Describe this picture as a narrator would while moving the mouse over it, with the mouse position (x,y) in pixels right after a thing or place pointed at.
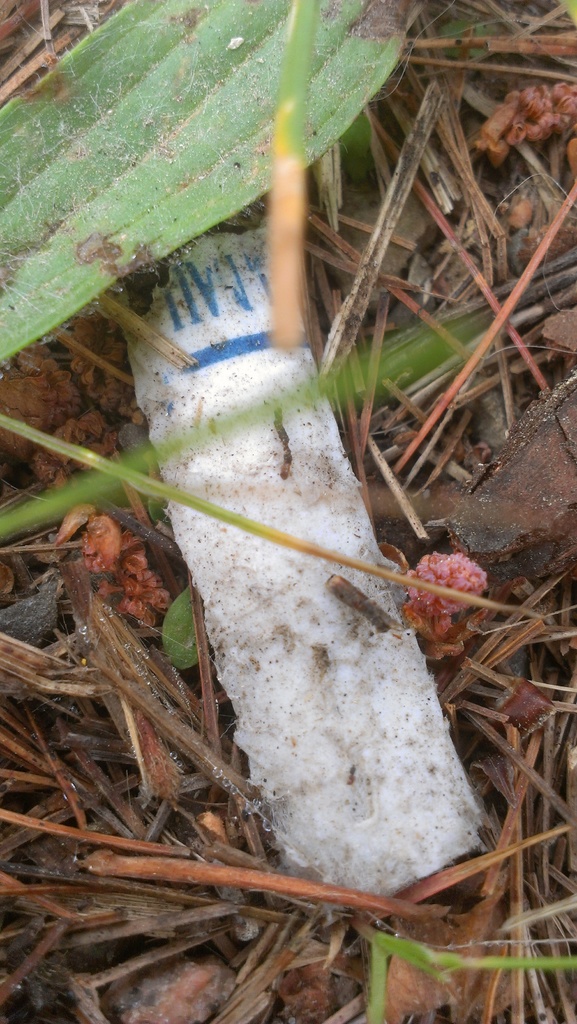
In the image we can see grass (560,959) and white color object (265,231).
